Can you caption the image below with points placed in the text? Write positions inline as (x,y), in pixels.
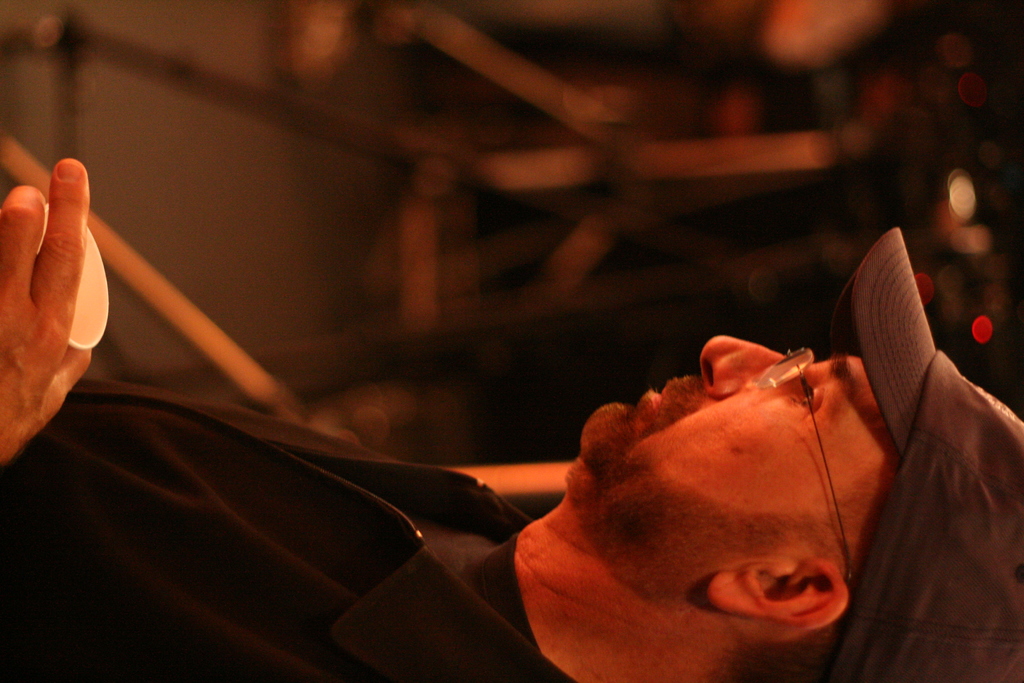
In the picture I can see a person (308,591) wearing black color jacket (384,556), spectacles (759,376) and cap (979,493) is holding a cup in his hand (3,412). The background of the image (135,351) is dark and slightly blurred.
